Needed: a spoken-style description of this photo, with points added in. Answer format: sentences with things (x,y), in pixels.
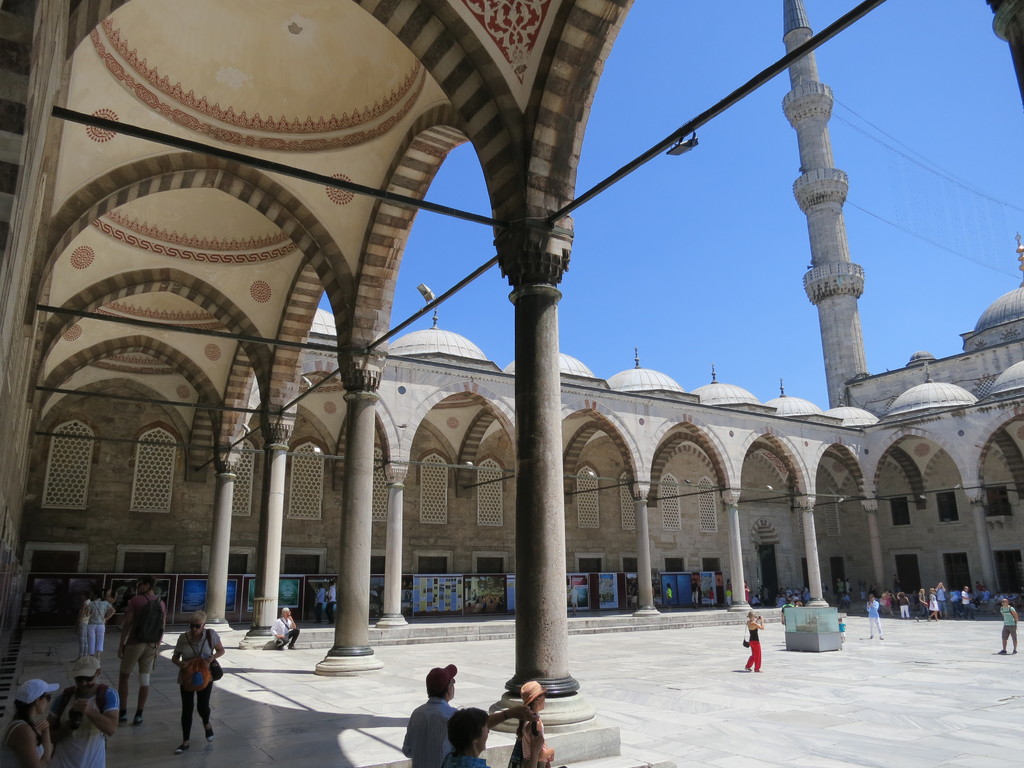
In this picture we can see a few people (481,727) on the ground (853,763). There are a few pillars (344,582), arches (413,410), rods (106,395) and a few posters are visible in the building (817,240). Some wires (858,205) are visible on top (904,229). Sky (723,259) is blue in color.
